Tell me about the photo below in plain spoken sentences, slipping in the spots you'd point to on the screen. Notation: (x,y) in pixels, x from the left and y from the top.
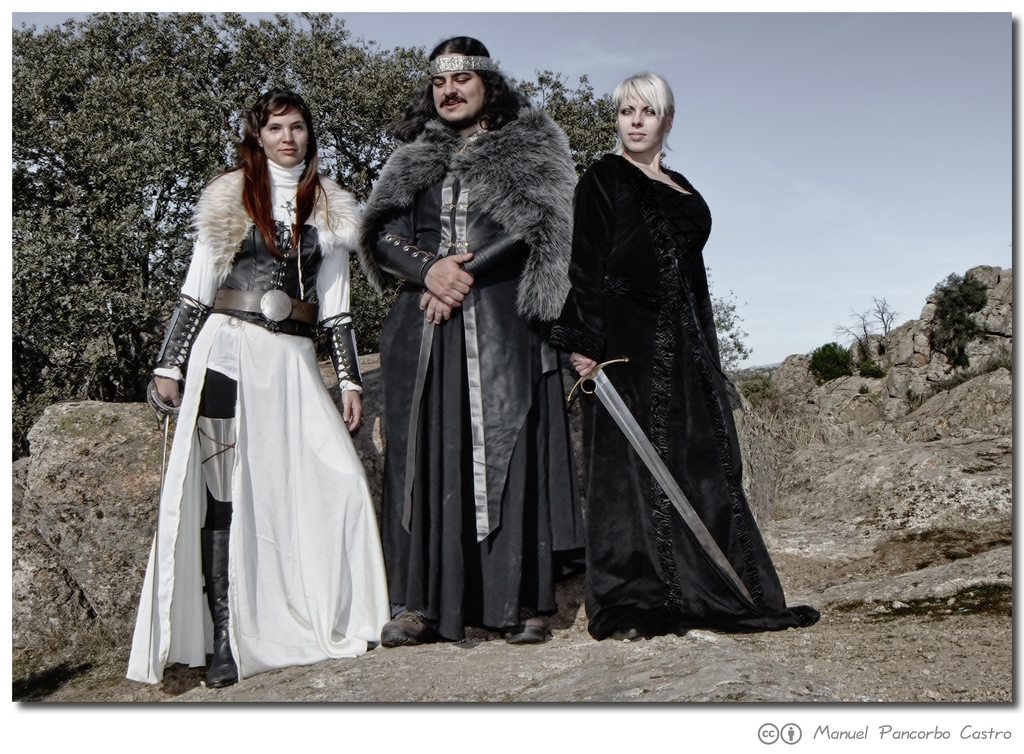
A man (475,212) is standing in middle (450,260), right side of him a women (340,282) is standing she wore white dress (253,331) and left side of him another women (585,288) is standing she is wearing black dress (609,277). Back of this three people (644,292) there is a big tree (358,281). The sky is in pale gray color.
